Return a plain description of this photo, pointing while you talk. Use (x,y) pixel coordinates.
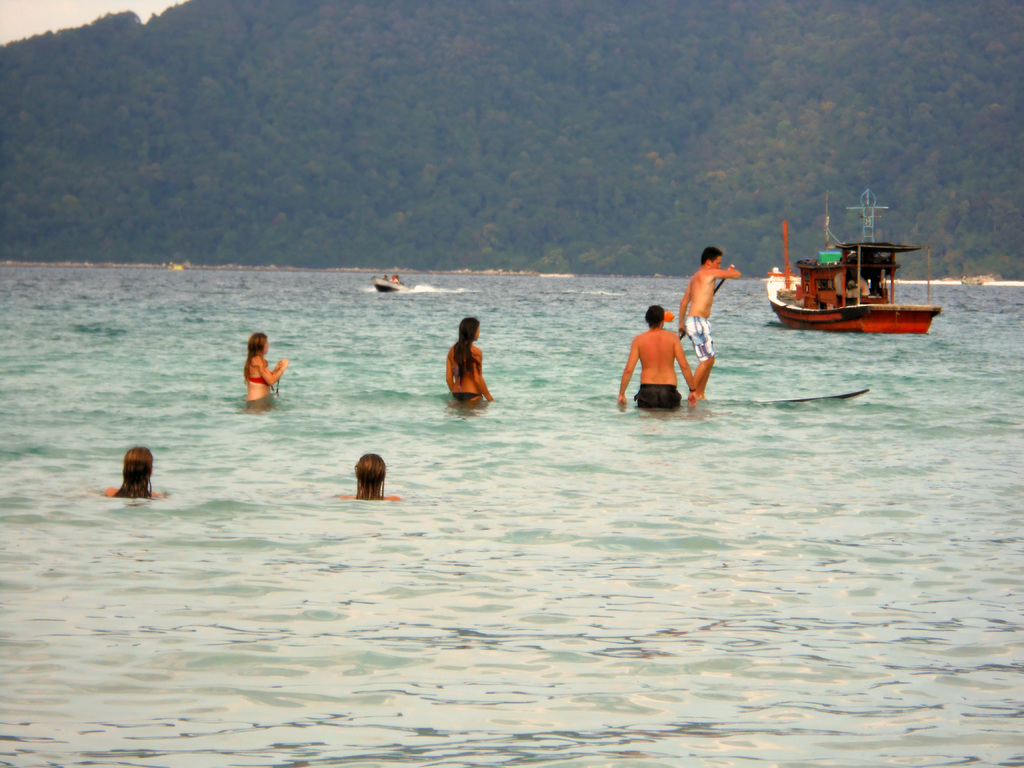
This picture is clicked outside the city. In the center (453,382) we can see the group of persons (472,386) in the water body (572,492). On the right (903,309) there is a boat (828,289) in the water body (864,404). In the background (338,264) we can see the sky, trees (281,264) and some other objects (439,271).
